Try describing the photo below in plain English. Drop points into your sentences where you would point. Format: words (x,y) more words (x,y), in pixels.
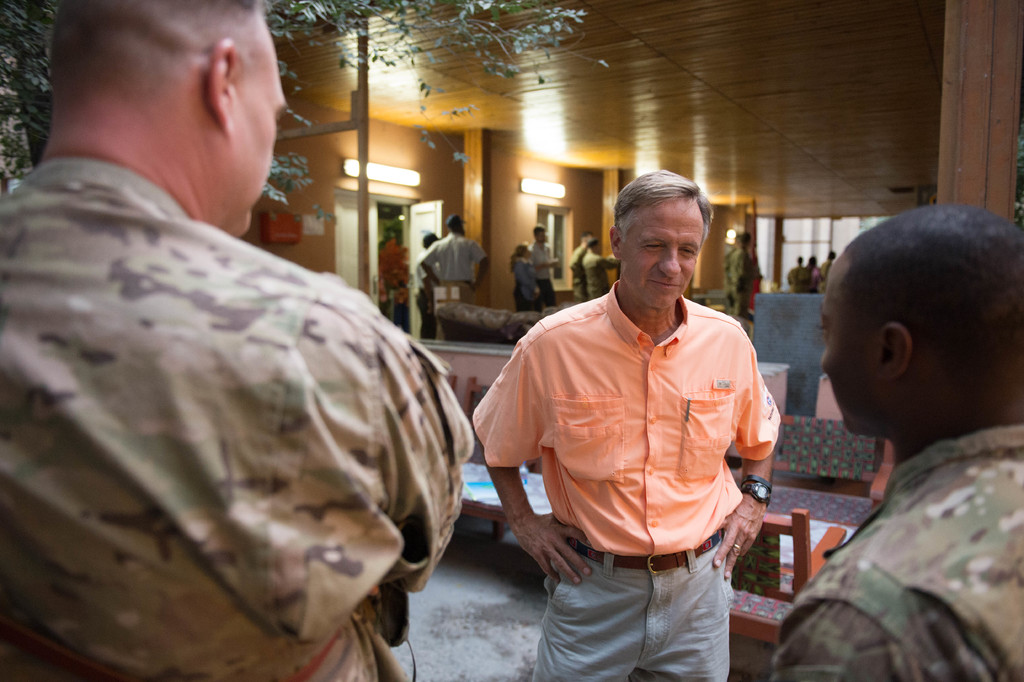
This picture shows few people (533,273) standing and we see chairs (755,569) and a tree (340,15) and a couple of lights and we see man (537,338) wore orange color shirt (654,361) and a black wrist watch (767,497) to his hand (772,476).
